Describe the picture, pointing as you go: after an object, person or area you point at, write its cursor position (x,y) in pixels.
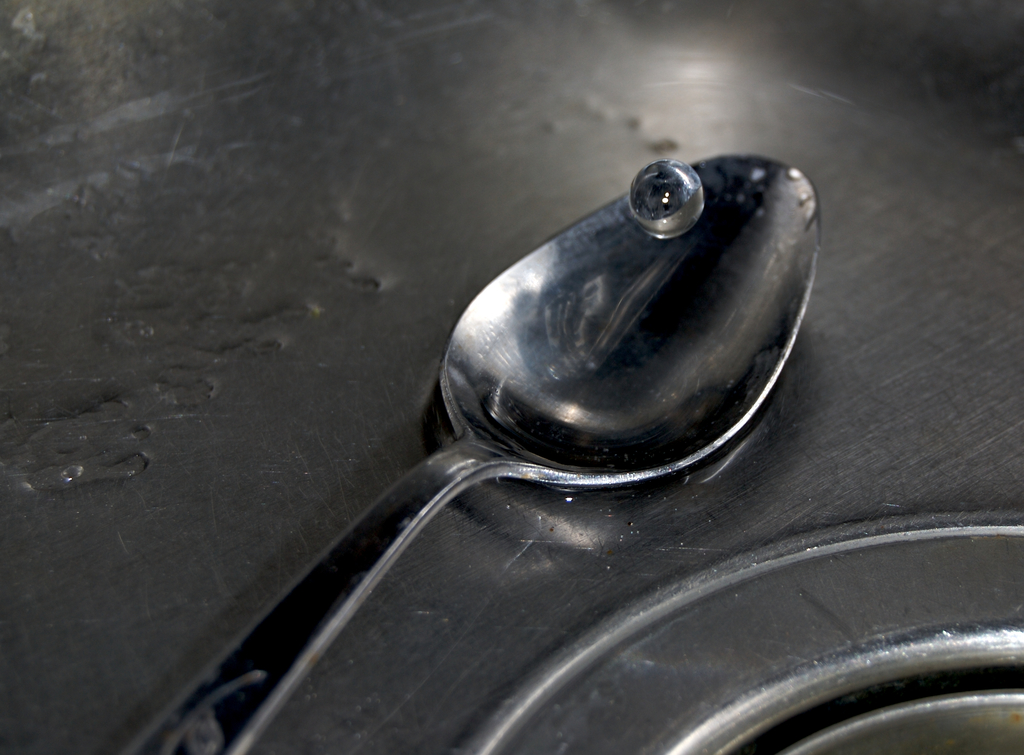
In this picture I can see there is a spoon (645,434) and it has some water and it is placed on the steel surface (520,233).
